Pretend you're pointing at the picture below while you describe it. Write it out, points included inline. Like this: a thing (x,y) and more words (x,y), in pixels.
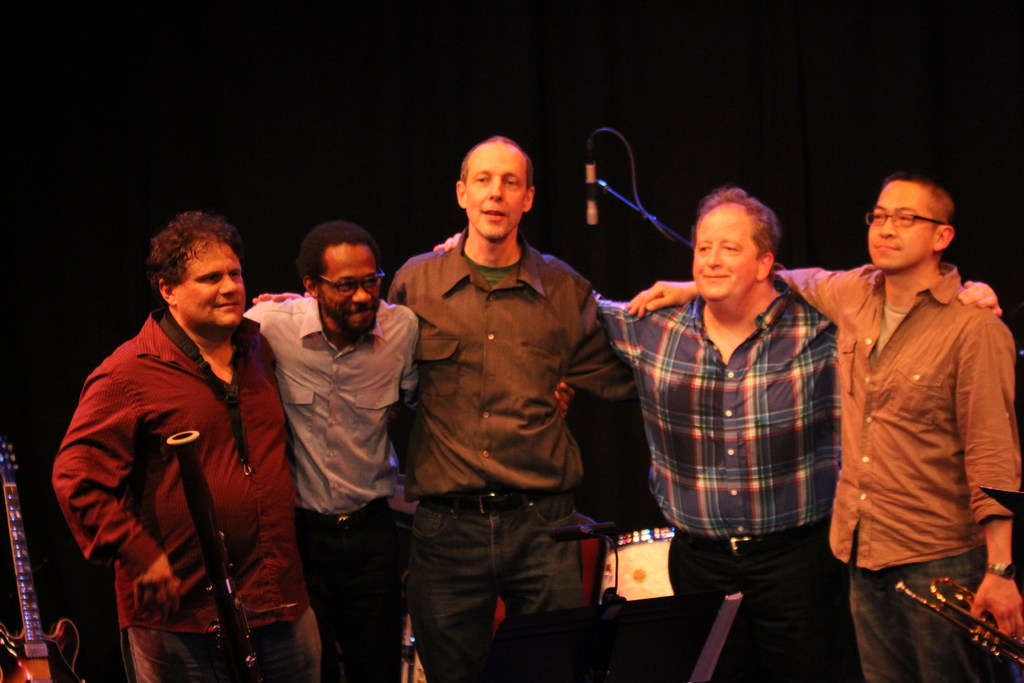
In the image there are five men (403,346) standing. At the bottom of the image (557,641) there is a black object (572,634). On the right side of the image (868,430) there is a man (931,394) holding a musical instrument (929,603) in the hand (977,613). On the left side of the image (36,650) there is a guitar (59,648). Behind them there are musical instruments (19,495) and there is a dark background (894,120).
